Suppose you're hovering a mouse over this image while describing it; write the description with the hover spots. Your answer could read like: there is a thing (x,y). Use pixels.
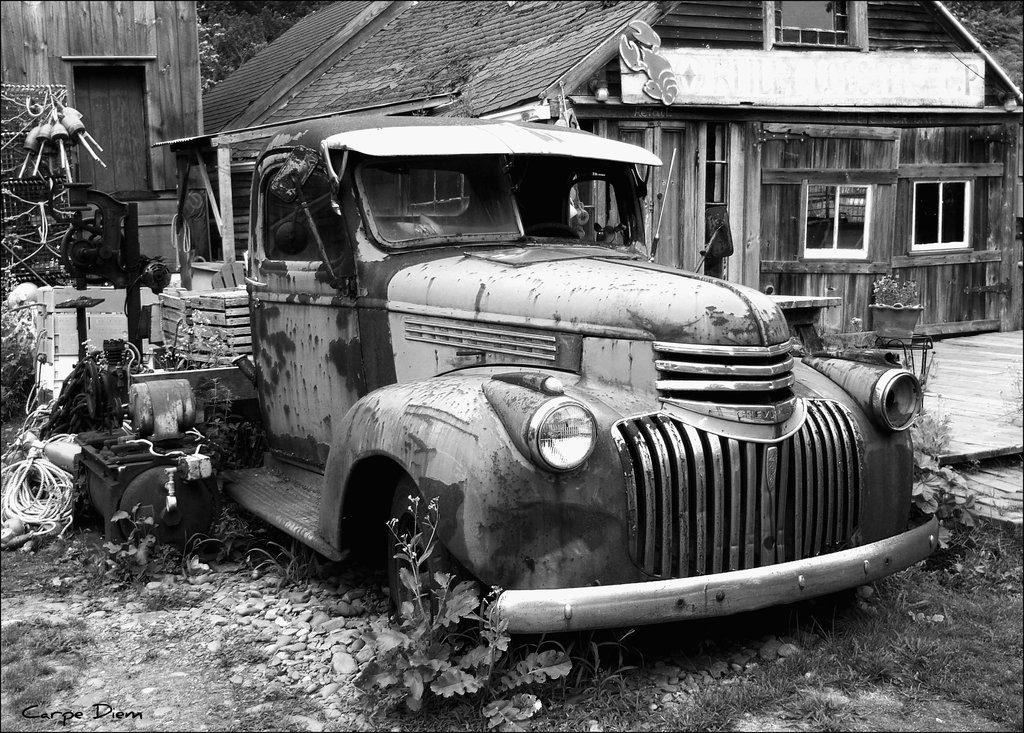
It is a black and white image, there is a wooden house (635,139) and in front of the house (594,13) there is a damaged vehicle (438,436), there are some objects (70,311) kept behind the vehicle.
